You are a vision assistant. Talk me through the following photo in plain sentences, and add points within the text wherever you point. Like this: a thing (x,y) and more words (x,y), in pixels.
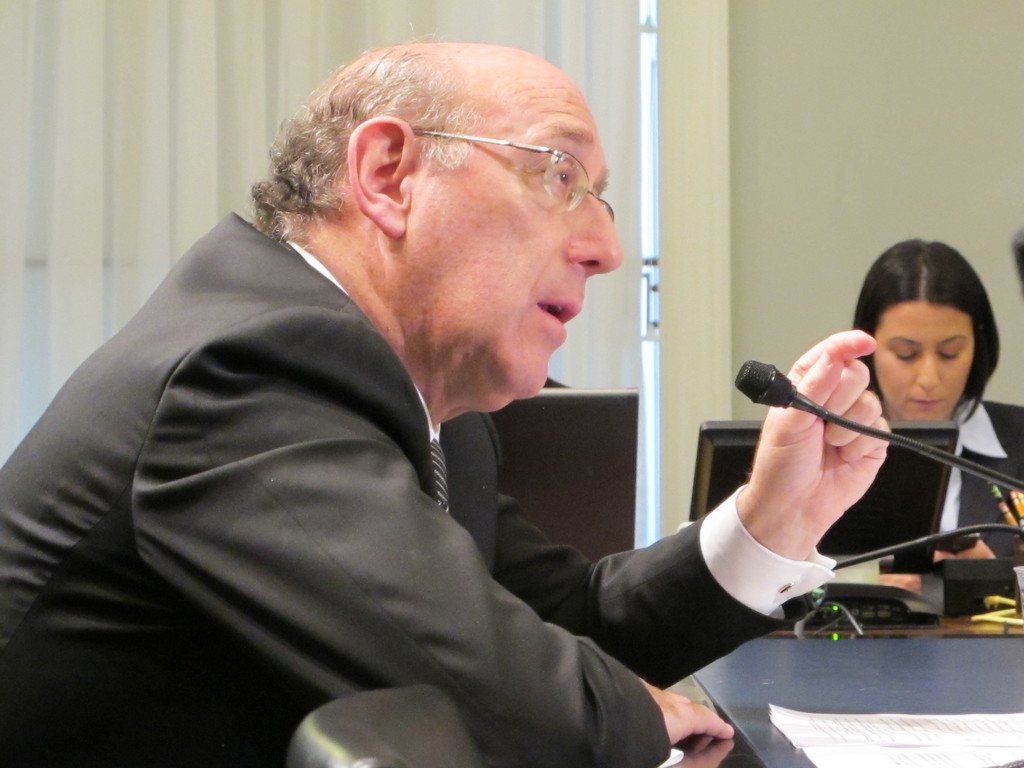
In this image we can see two people (501,313) sitting, one person (902,584) is sitting in front of the system (904,497), another person (575,595) is sitting in front of the table (877,652), on the table (828,659) we can see a mic (884,437), in the background (972,83) we can see the wall (752,96).
